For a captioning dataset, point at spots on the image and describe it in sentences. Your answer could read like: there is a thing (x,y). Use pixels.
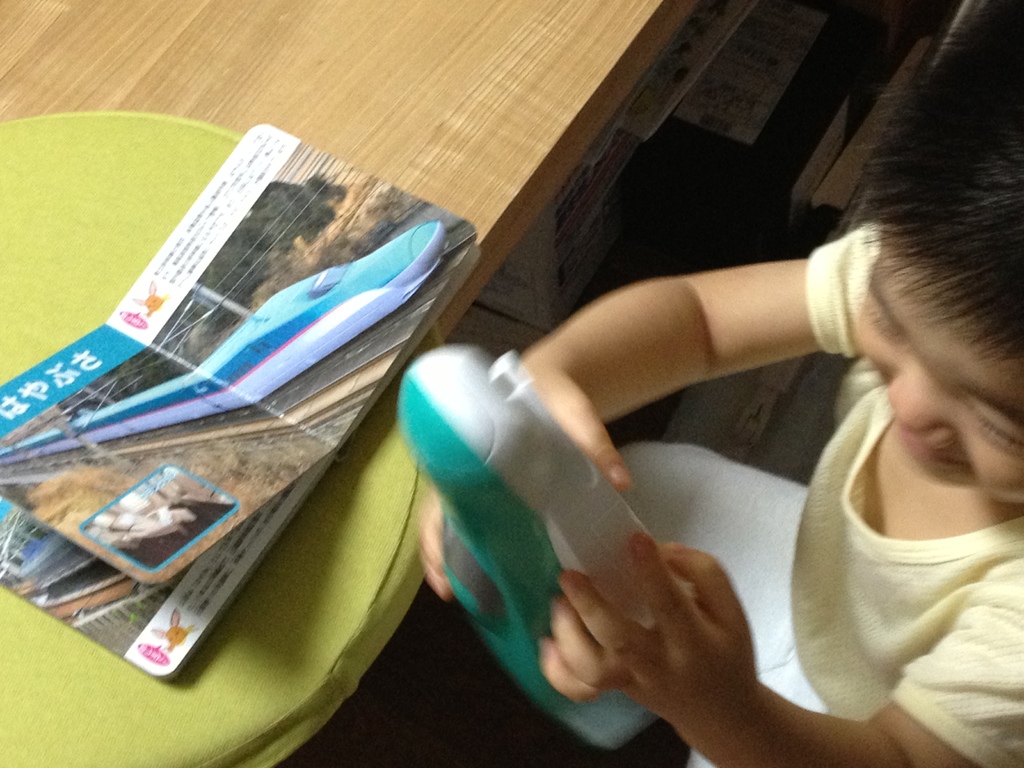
In this picture I can see a kid (559,377) holding an object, there is a book (150,518) on the cushion (367,552), which is on the table (519,122) and there are some objects (743,75).
